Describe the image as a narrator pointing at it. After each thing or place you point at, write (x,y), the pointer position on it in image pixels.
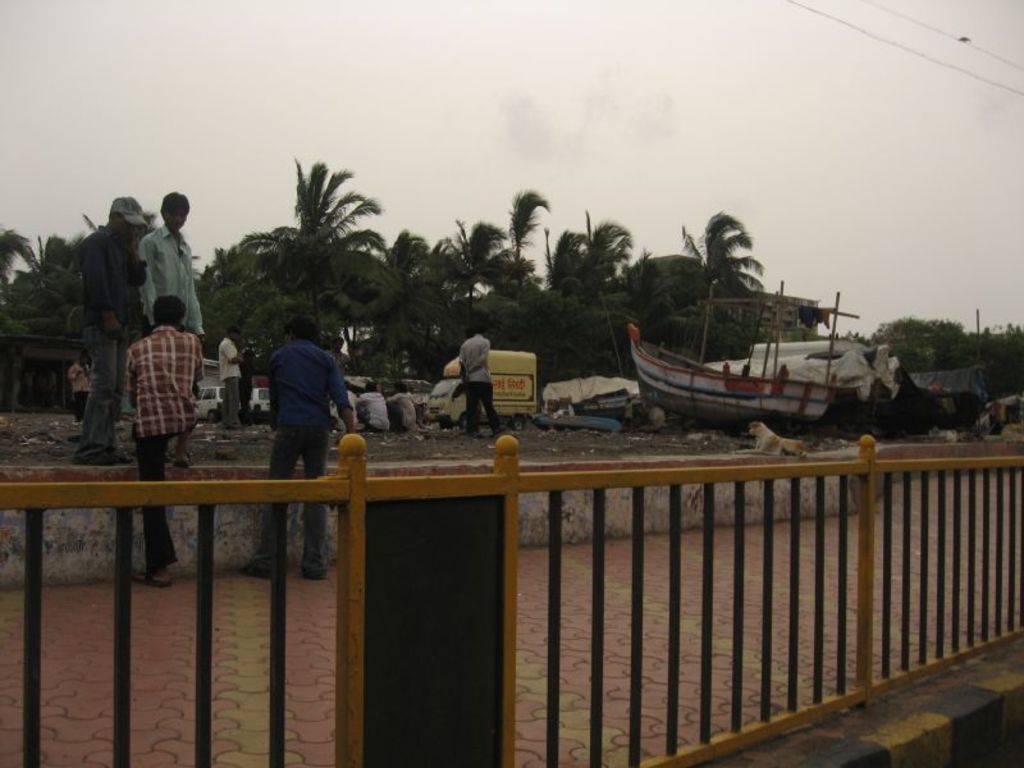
In this image there are few people (339,377), vehicles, a boat (656,367), a dog (779,440), white color objects (853,367), a building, few trees (726,342), a fence (742,480), cables (933,60) and the sky (368,137).
